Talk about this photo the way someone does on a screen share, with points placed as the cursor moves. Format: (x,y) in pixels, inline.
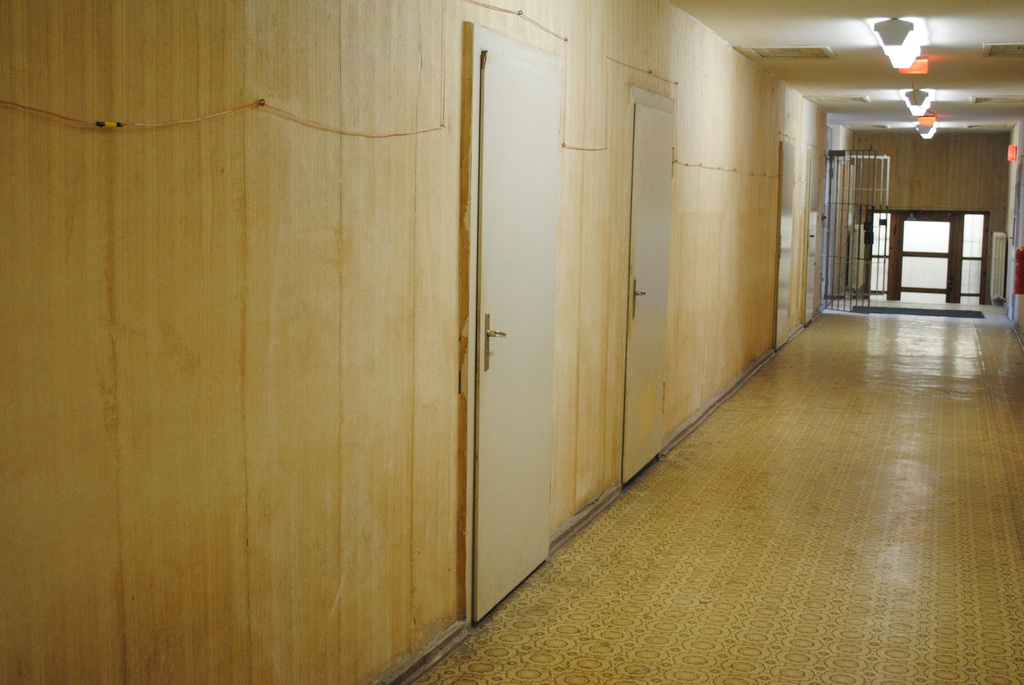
This is the picture of a building (658,633). On the left side of the image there are doors (547,193) and there is a wire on the wall (778,147). At the top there are lights (912,30). At the bottom (860,506) there is a mat (928,314).
